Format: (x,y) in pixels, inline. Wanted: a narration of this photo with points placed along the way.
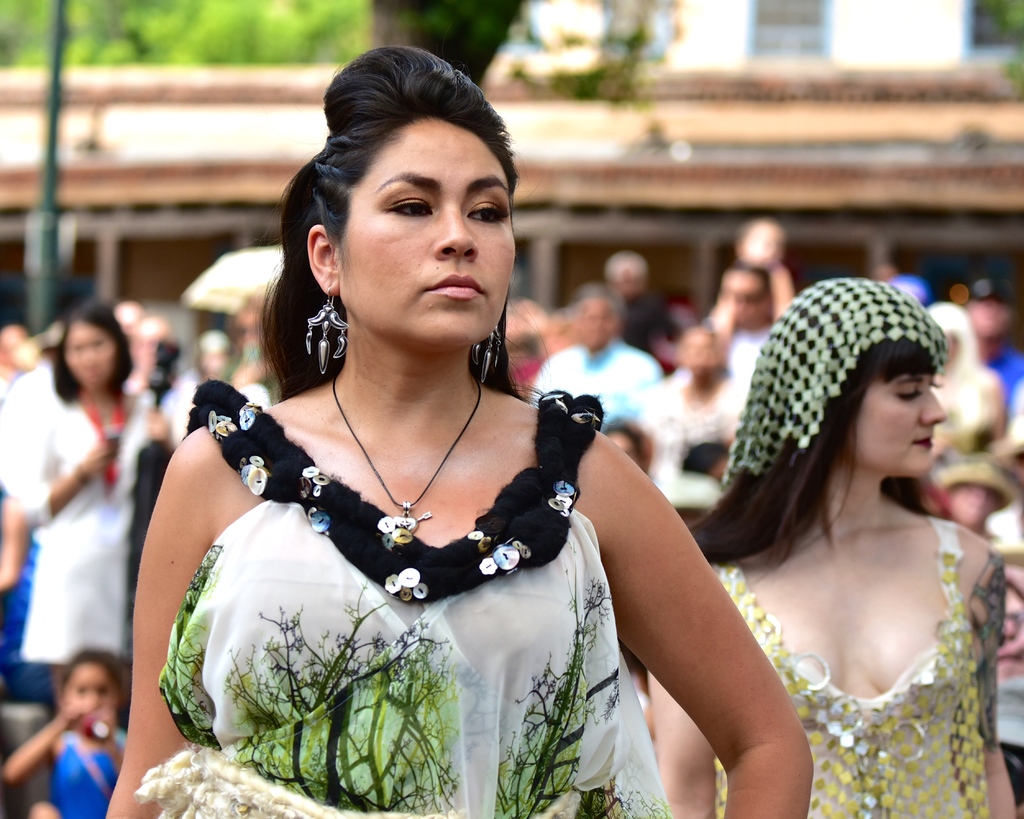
In this image I can see group of people (641,330), at the top (689,34) I can see the building (744,34) and tree (215,52) and pole (58,113).
